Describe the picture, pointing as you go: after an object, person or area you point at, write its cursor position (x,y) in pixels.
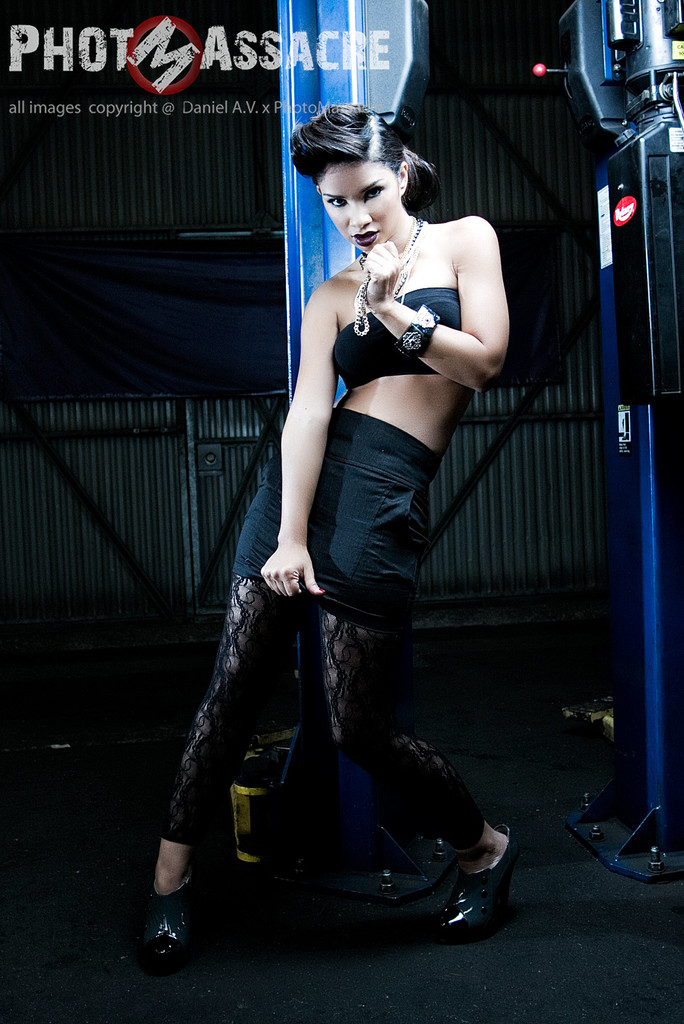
In this image we can see a lady (405,735) wearing a black color dress (414,438). In the background of the image (249,295) there is a wall (494,488) with rods (190,460) and cloth (194,289). To the right side of the image (612,319) there is some object (612,392). At the top of the image (146,61) there is some text (201,60). At the bottom of the image (324,960) there is floor (389,970).
